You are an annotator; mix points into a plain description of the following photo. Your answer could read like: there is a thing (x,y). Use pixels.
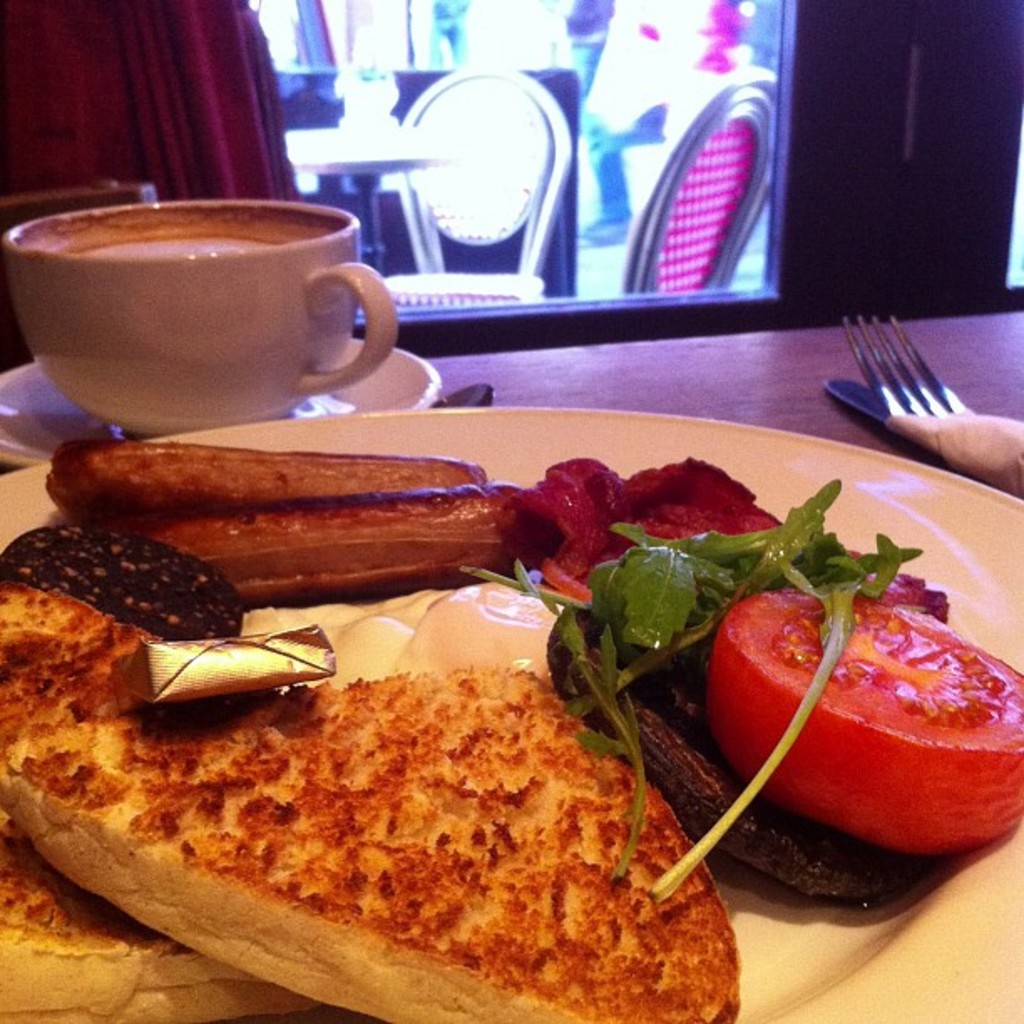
In this picture we can see a table (796,378) in the front (796,378), we can see a plate (865,506), a fork (929,412), a cup (370,357) and a saucer (405,365) present on the table (571,395), we can see some food (784,596) in this plate (686,442), in the background (199,76) we can see a curtain (196,88) here.
